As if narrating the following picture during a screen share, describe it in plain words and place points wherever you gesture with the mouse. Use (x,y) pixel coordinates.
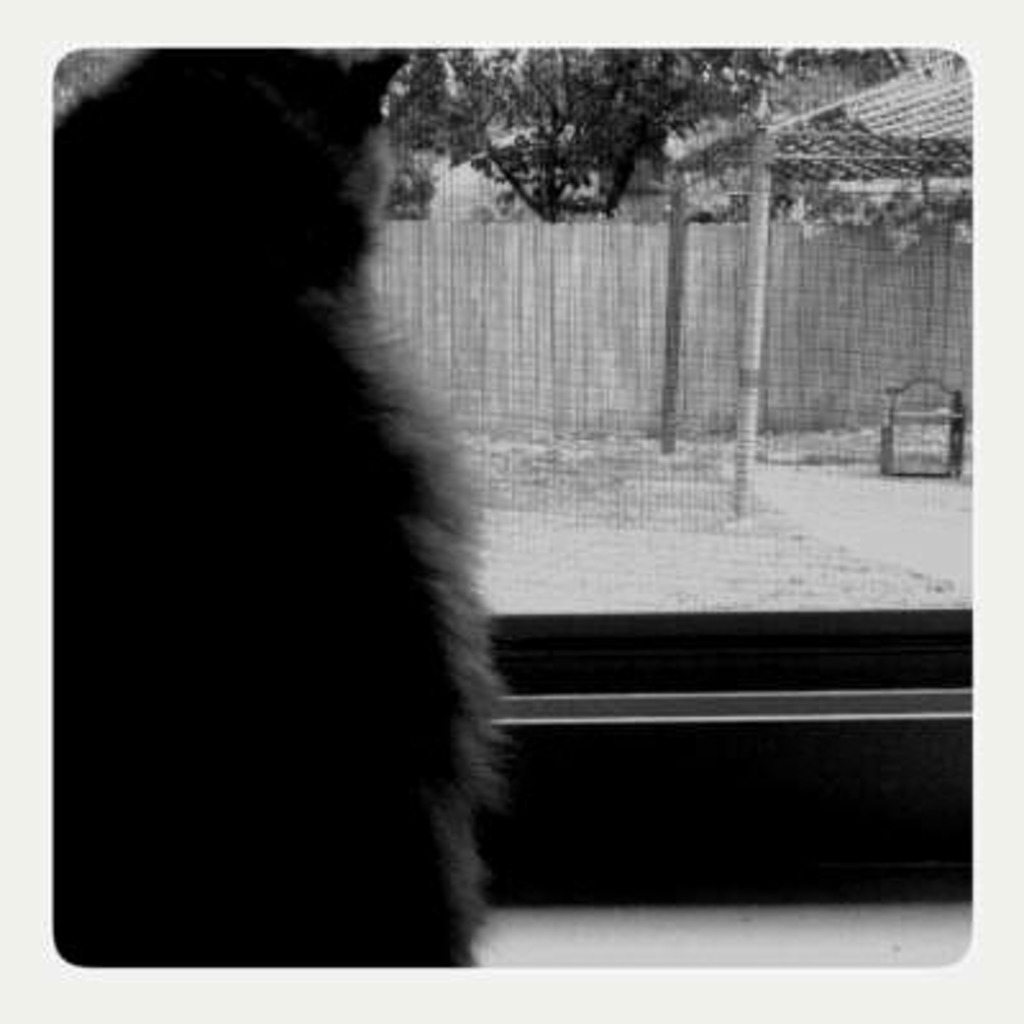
In this picture we can see animal (308,471) on floor (667,920) and in front of the animal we can see a fence (617,305) with net (563,381) and after that net (828,121) we have a hut (831,133) or shade (860,174) like attached to the pole (761,161) we have trees (571,115).
